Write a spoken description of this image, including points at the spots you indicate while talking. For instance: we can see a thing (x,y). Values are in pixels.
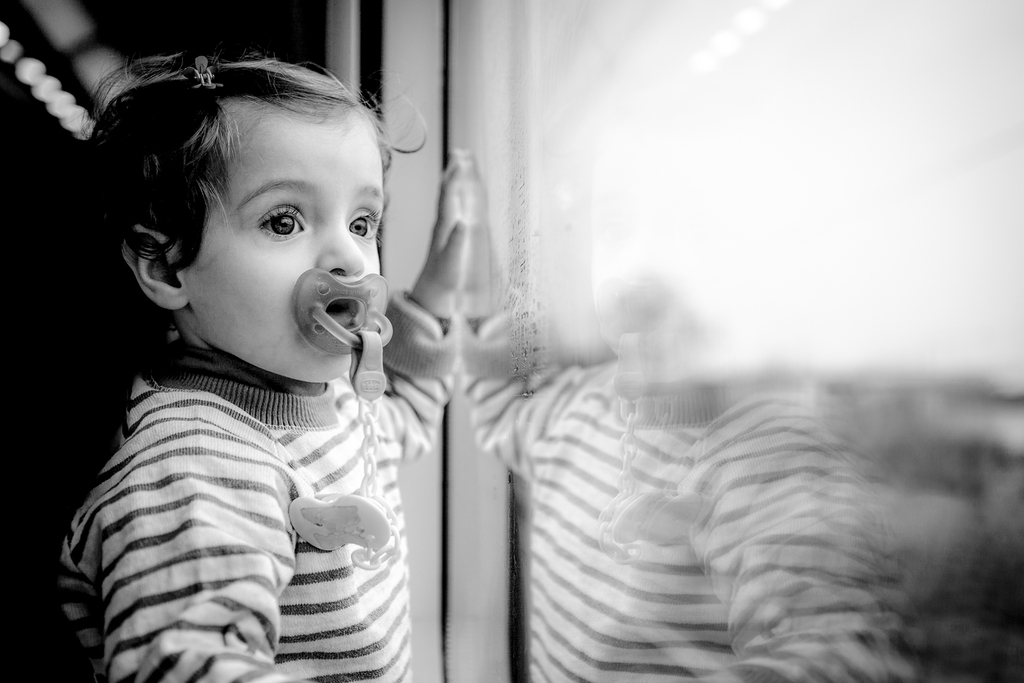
In this image, we can see a small kid (182,337) standing and holding an object (365,321) in the mouth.
